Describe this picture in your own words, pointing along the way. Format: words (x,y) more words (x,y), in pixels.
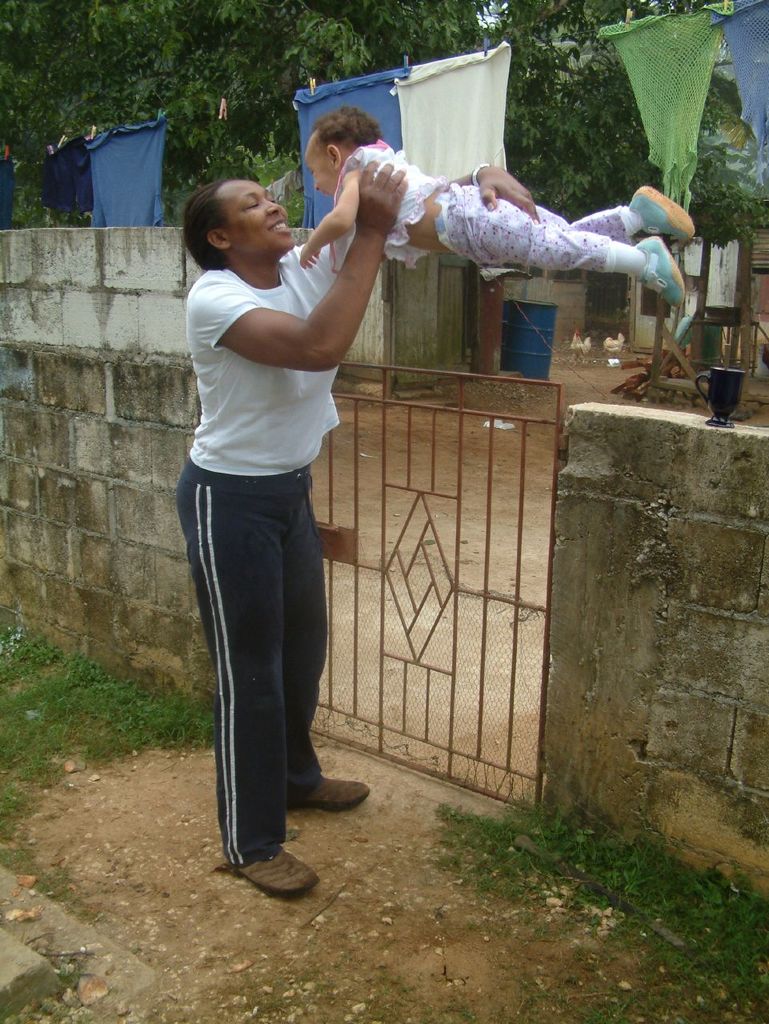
In this image we can see a woman (317,395) holding baby (545,229) in her hands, mesh (427,403), shredded leaves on the ground (172,879), grass (76,671), building (522,295), drums (533,340), hens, clothes (108,173) hanged to the rope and trees (147,32).
